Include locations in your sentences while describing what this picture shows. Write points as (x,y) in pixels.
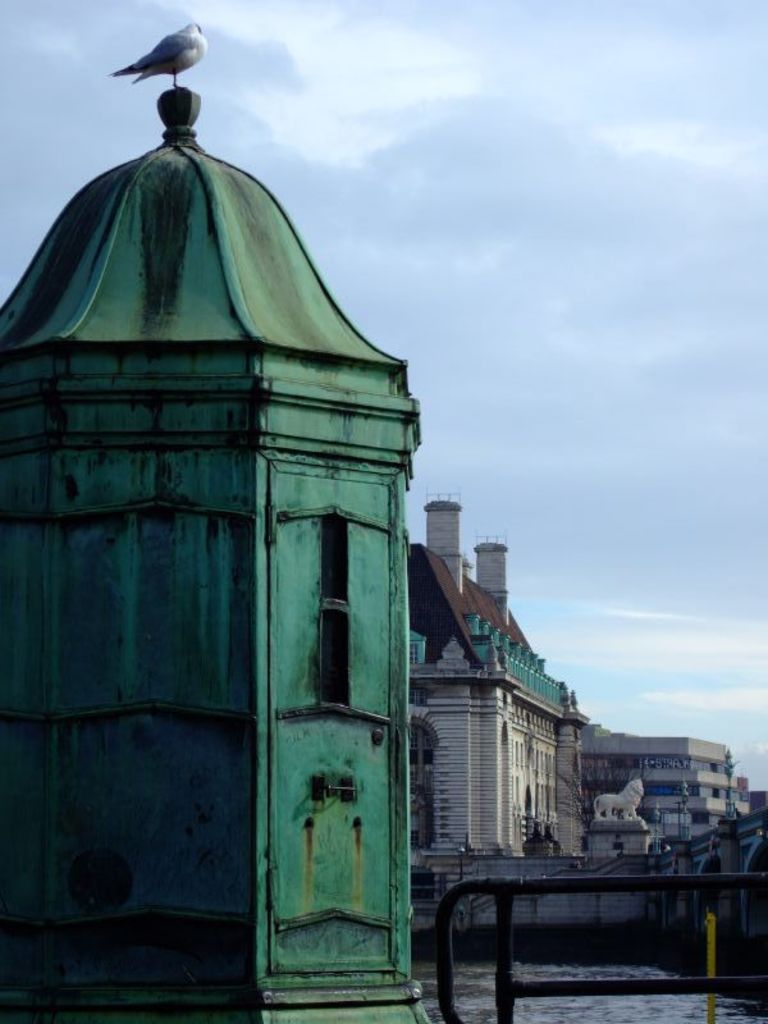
In the picture we can see an old building (189,100) with a bird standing on the top (179,100) of it which is white in color and beside it, we can see some buildings (449,723) and a lion statue (634,801) on the stone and in the background (718,764) we can see a building (717,813) with floors (696,789) and behind it we can see the sky (602,433) with clouds (749,399).
